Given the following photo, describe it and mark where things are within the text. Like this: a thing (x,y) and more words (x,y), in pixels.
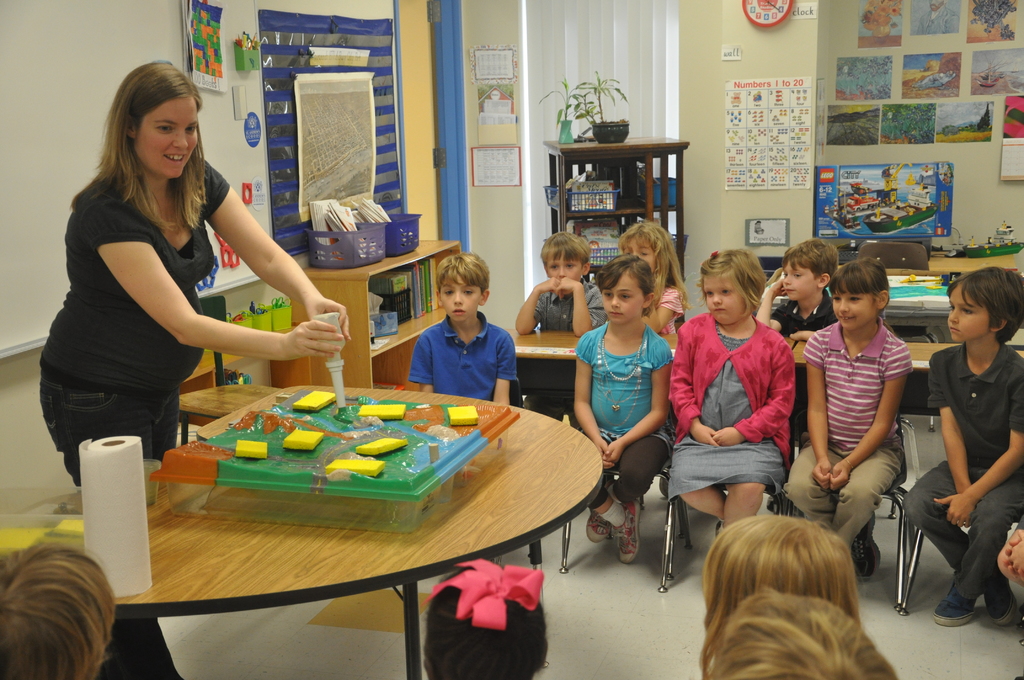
There are group of kids (681,332) sitting on the chairs (778,485). This is the woman (166,266) standing. This is the table (453,520) with some object (360,464) on it. This looks like a tissue paper roll (107,495). At background (730,185) I can see some posters (866,88) attached to the wall (774,69). Here is a small flower pot (594,116). This is a bookshelf (355,287) with some books (418,282) inside it.
